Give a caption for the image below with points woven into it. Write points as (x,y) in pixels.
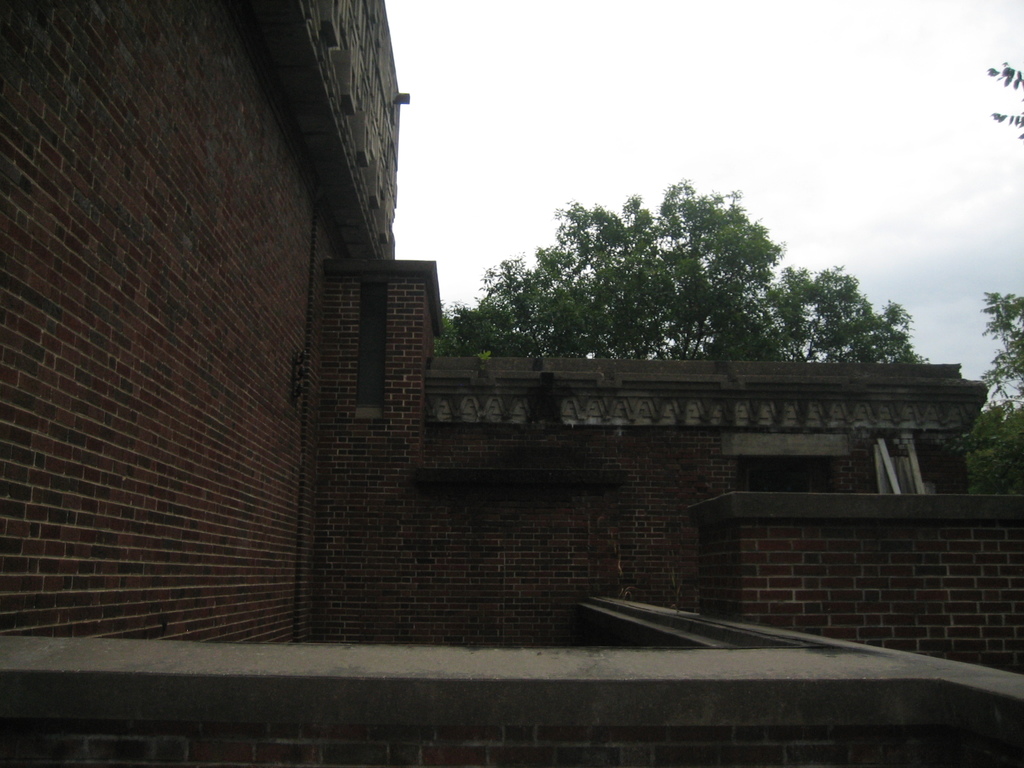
In this picture we can see some buildings (646,464) and trees (686,335).
